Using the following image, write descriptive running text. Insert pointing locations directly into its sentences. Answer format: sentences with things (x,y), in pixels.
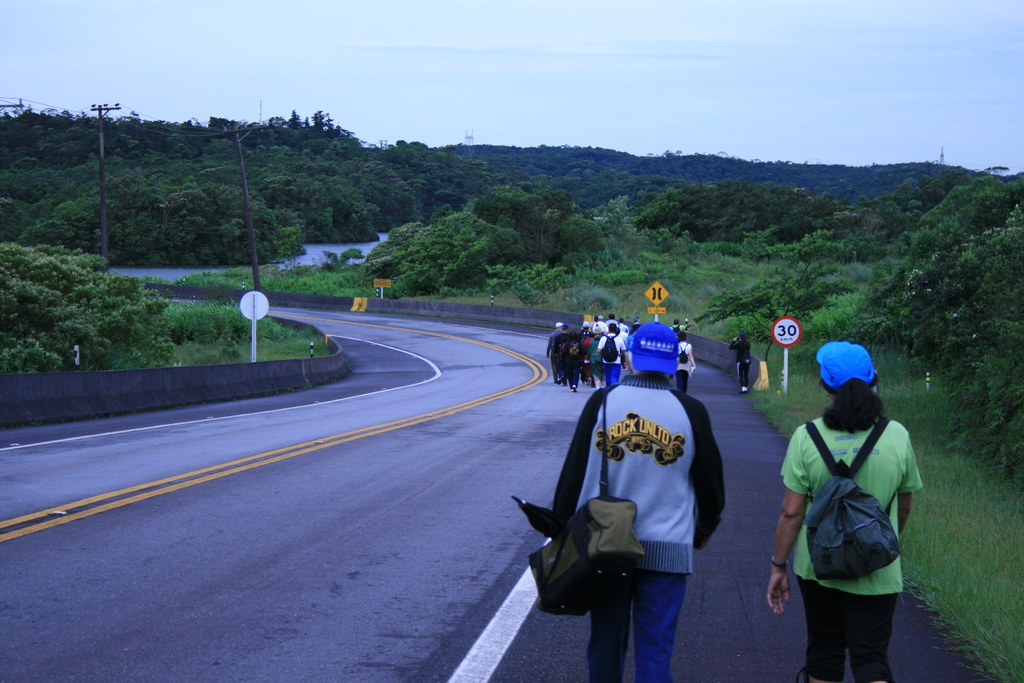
In this image I can see a road (419,416) in the centre (495,356) and on it I can see number of people (875,625) are standing. I can see most of them are carrying bags (889,536) and in the front (675,400), I can see two of them are wearing caps (666,365). On the both side of the road (441,398) I can see grass (296,285), number of trees (64,330), few poles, wires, few sign boards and in the background (781,90) I can see the sky (837,148).
